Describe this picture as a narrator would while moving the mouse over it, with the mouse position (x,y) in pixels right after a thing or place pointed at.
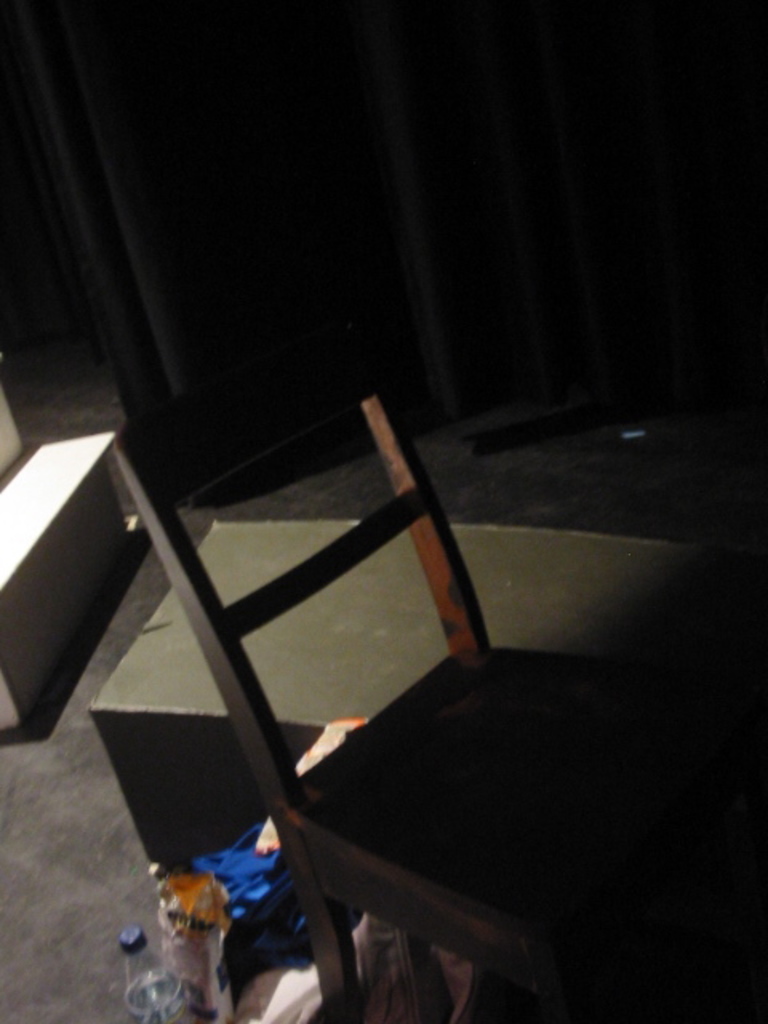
In this image we can see the wooden chair (430,839), table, few objects (250,999) on the floor (309,491), curtain (368,151) in the background (317,121).
